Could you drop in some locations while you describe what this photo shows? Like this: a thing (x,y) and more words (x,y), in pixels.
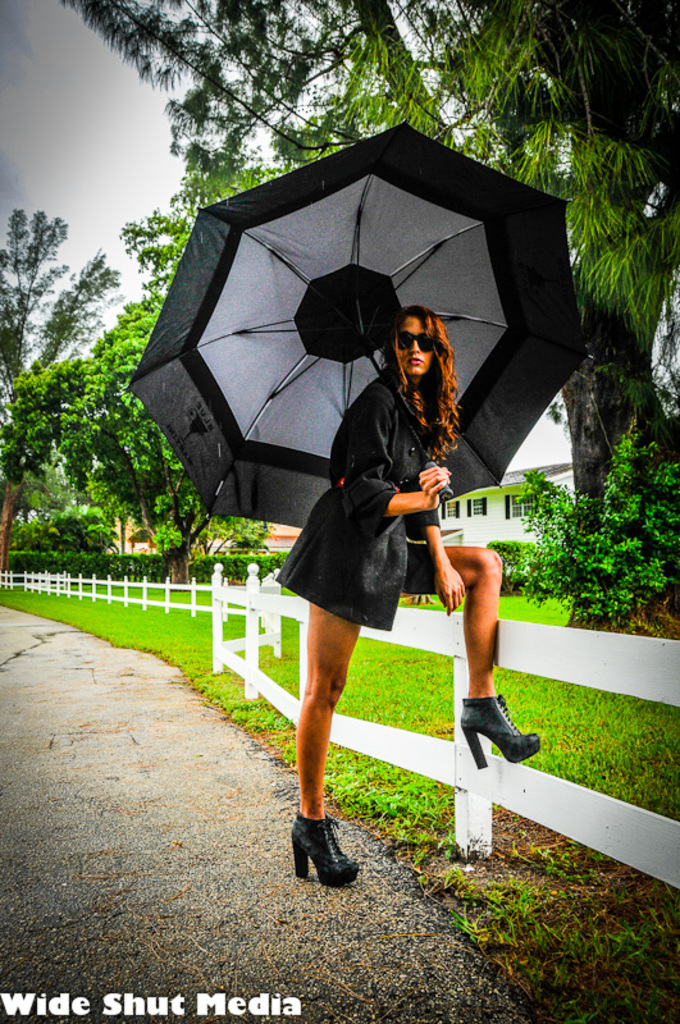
In this image we can see a woman (482,591) standing on the ground (409,903) holding an umbrella (451,471). We can also see some grass (625,711), a fence (647,691), plants (527,581), trees (40,247), a building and the sky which looks cloudy.
